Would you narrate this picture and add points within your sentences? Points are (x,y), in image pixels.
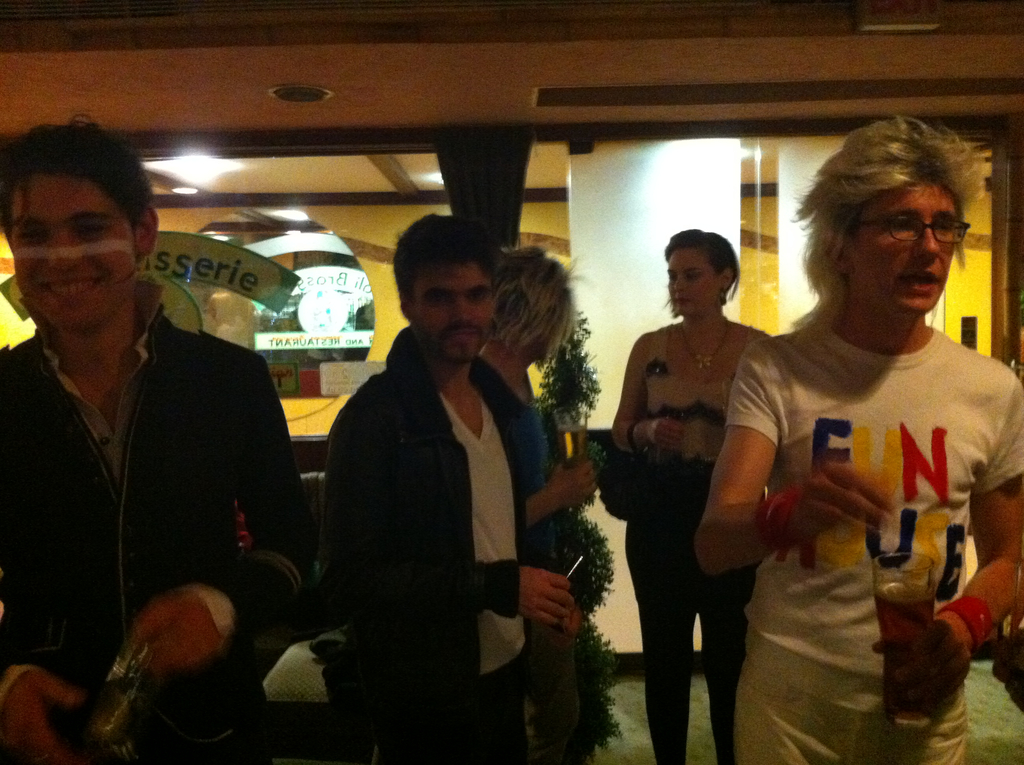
This image consists of few persons (773,387). It looks like a restaurant (447,188). In the background (382,227), we can see a glass door (160,201). At the top (455,35), there is a roof (468,86). At the bottom (598,749), there is a floor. On the right (782,483), the person (826,371) is holding a glass (905,637).
